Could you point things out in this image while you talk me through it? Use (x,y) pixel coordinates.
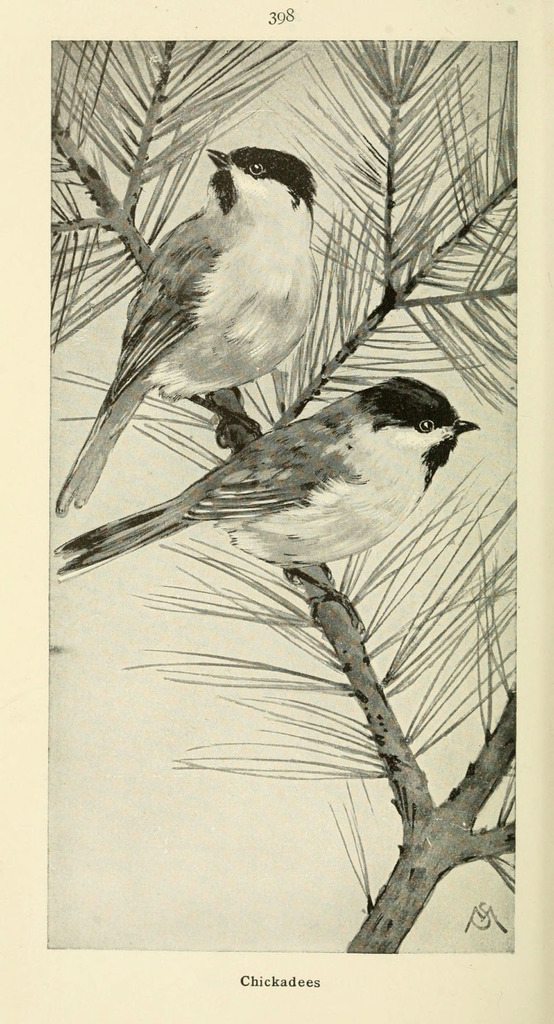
This is a drawing, in this image in the center (274,509) there are two birds (264,511) on a tree (156,231), and there is a white background (83,627). At the top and bottom of the image (240,985) there is text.
